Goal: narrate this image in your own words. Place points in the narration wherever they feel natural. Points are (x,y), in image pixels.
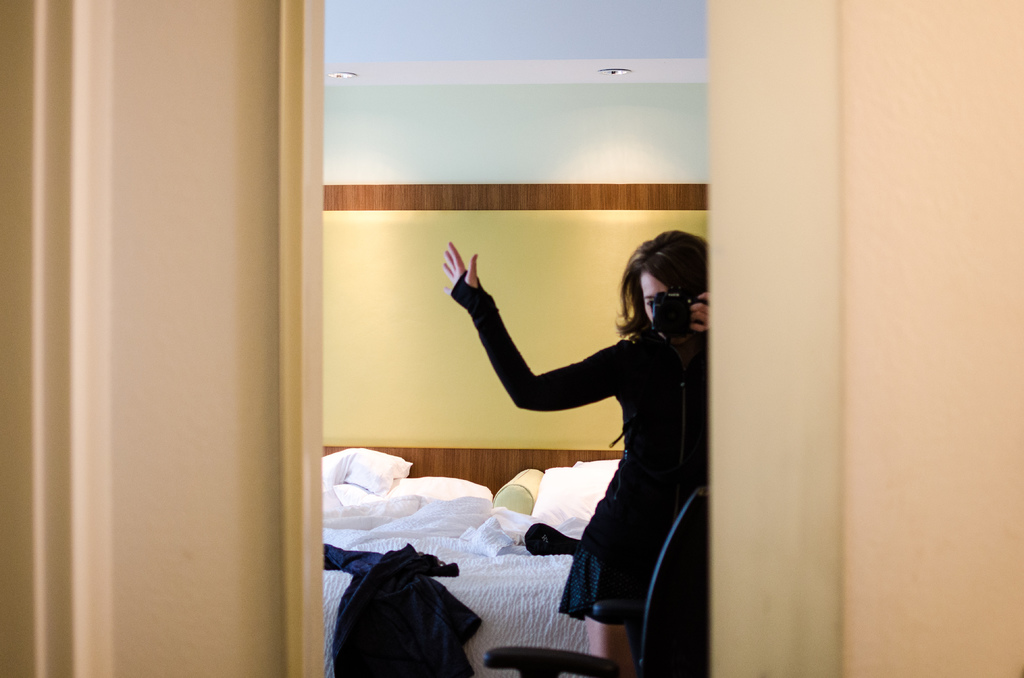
Here in this picture we can see a lady (654,437) standing. She is wearing a black dress (656,401). She is holding a camera (675,315) in her hand (698,309). Beside her there is a bed (447,535) and pillows (468,493) on it. And we can see some dresses (424,599) on that bed (511,560). Behind her there is a wall (552,142). In front (286,238) there is a door frame (169,323).
